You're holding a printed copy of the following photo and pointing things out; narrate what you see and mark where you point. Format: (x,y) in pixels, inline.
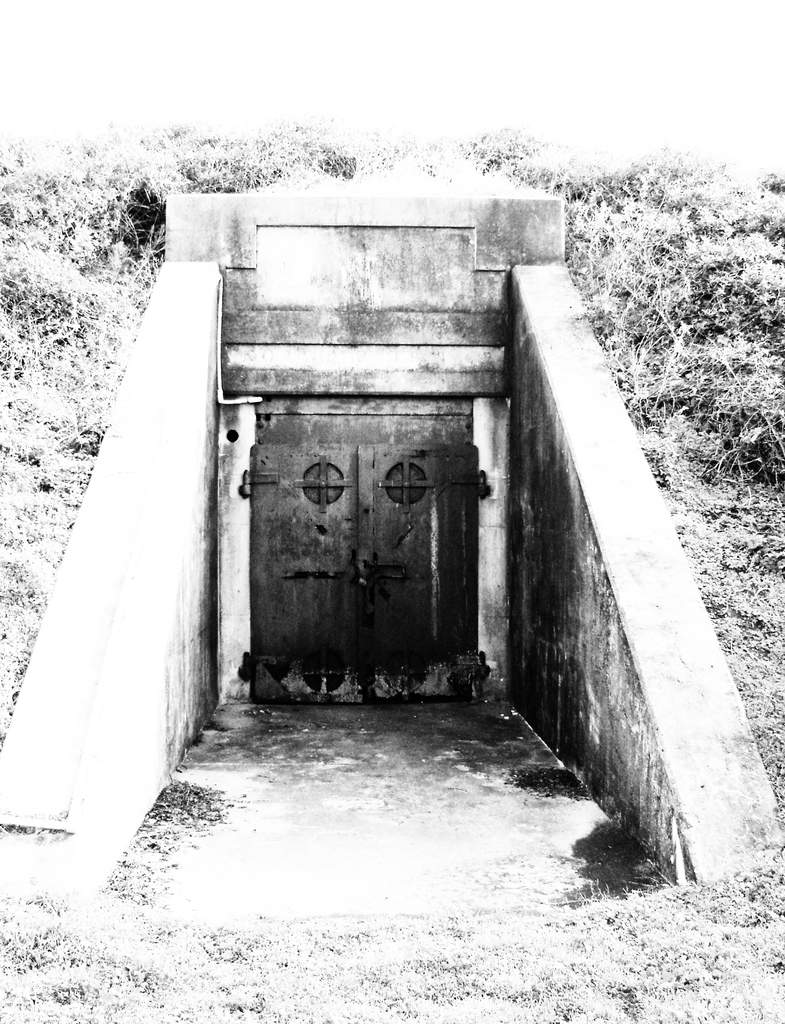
In this image I can see a door (303,494), left and right I can see trees (693,214) and grass (774,223), and the image is in black and white.
